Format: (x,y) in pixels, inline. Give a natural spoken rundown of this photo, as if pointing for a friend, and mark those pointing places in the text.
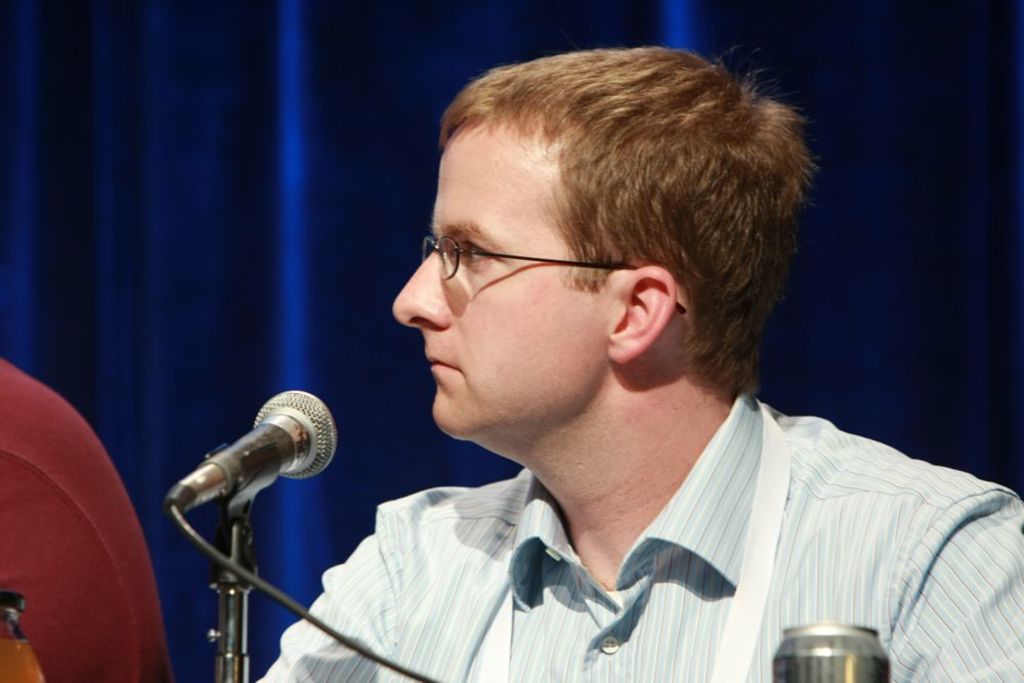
In this picture we can see a person (587,332) wearing a spectacle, a wire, a microphone (198,501), a can (842,681), microphone stand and other objects (12,614).
